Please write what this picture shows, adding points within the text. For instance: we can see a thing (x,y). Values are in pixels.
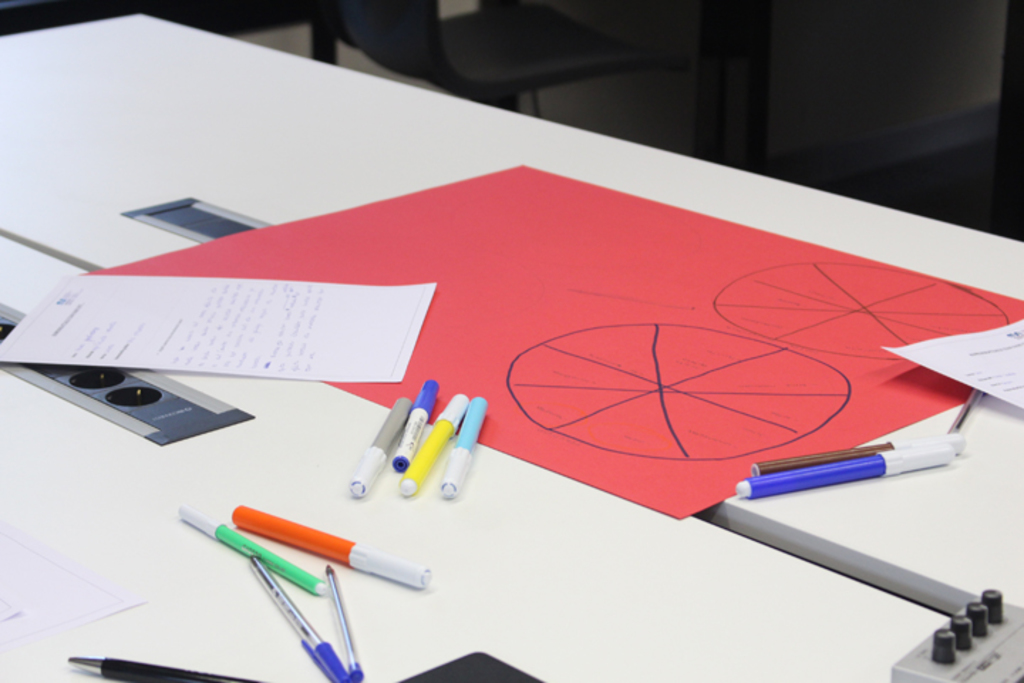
In this image there is a table (277,147) on which there are pens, markers (380,445), papers (352,345) and a red colour chart (652,334) on it. On the right side (941,640) bottom there are buttons (965,636).
